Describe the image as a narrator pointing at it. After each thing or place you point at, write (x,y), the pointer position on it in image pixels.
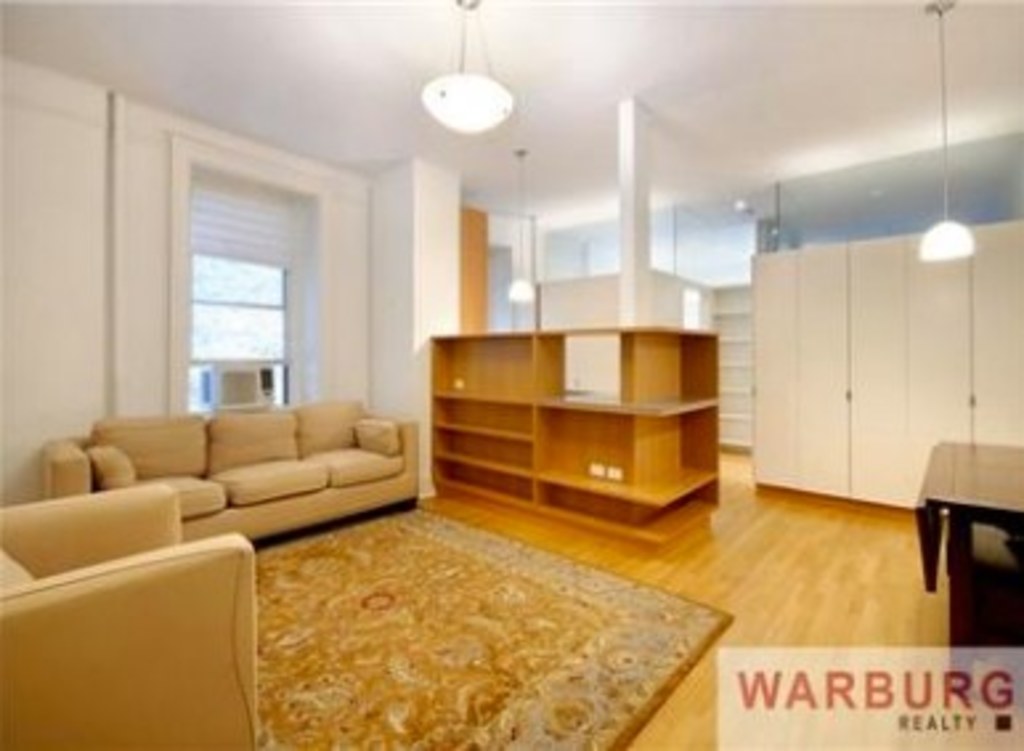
As we can see in the image there is a white color wall (68,328), sofas (72,678), light (477,86) and a mat (438,634).
